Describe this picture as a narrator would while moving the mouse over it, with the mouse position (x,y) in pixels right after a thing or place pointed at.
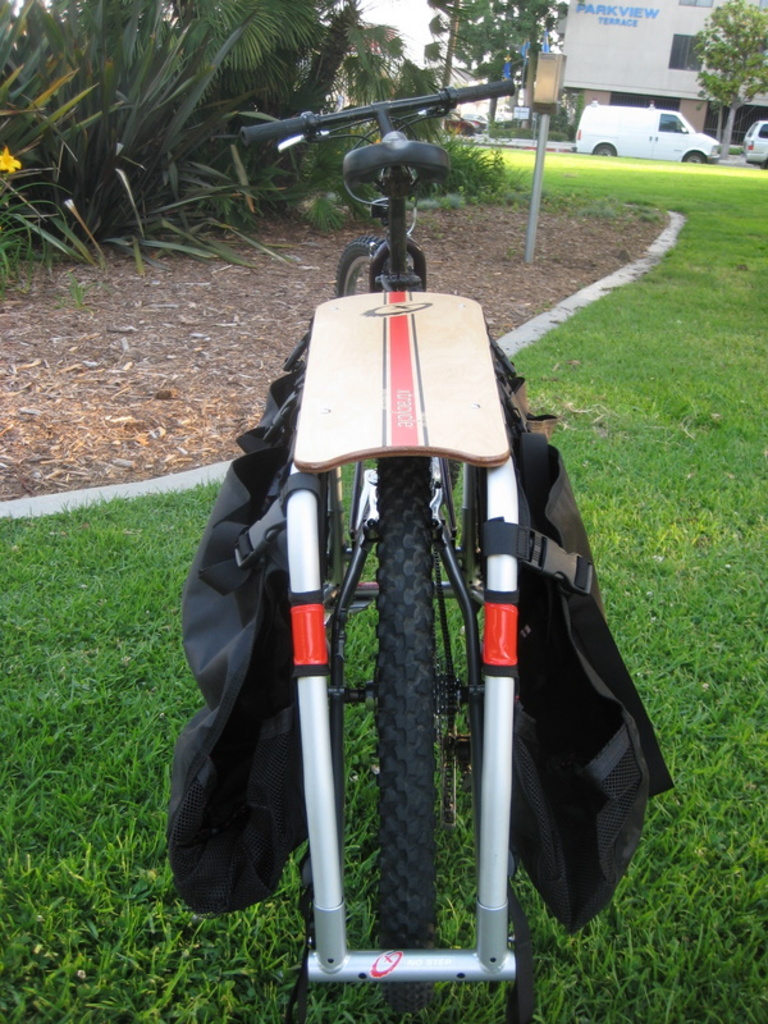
In the picture we can see a grass surface (752,244) on it we can see a bicycle (506,789) with a carrier (494,789) with two black color bags (574,760) on either sides and in front of the bicycle (480,97) we can see a stones path (204,376) with some plants (244,206) and near to it we can see a pole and far away from it we can see a building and name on it park view and near the building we can see a van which is white in color and a tree (721,14) and beside the building (619,28) we can see some trees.
